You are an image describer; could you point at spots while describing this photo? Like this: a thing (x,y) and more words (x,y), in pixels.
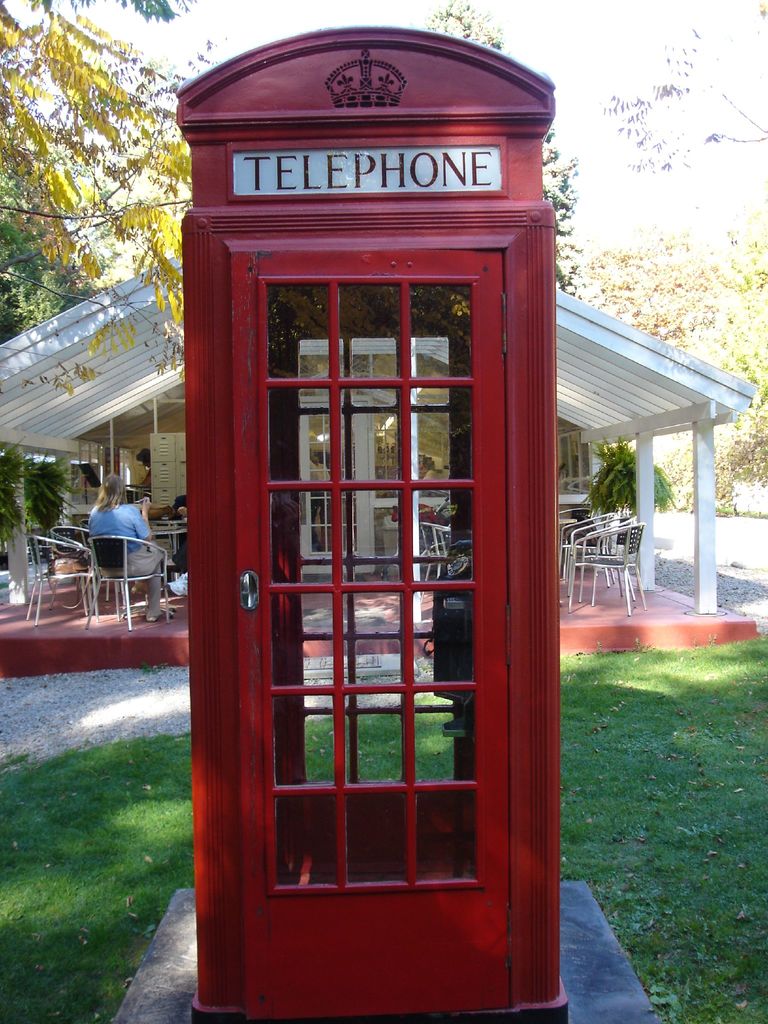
In this image we can see public telephone booth (446,770). In the background (138,520) we can see persons (128,517) sitting on the chairs (97,586), shed (79,388), trees (75,126), sky (517,53), plant (627,454) and ground (680,695).
